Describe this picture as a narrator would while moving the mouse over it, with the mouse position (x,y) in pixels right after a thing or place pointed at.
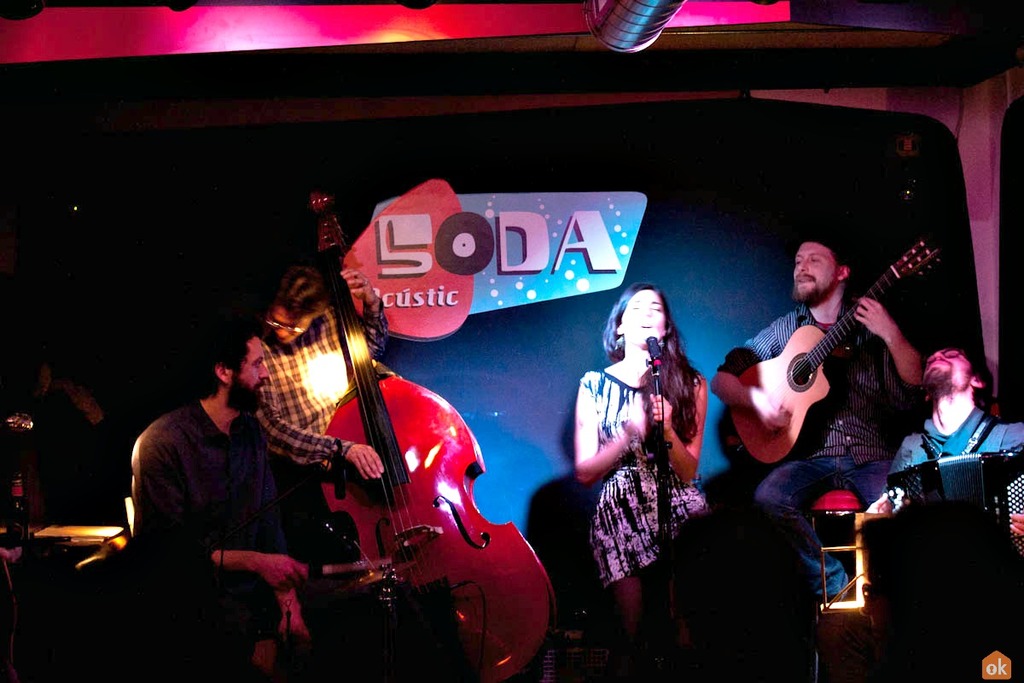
In this image I see 4 men (234,520) and a woman (636,293) in which this woman (658,305) is standing in front of mic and these two are holding musical instruments (337,299) and these two are sitting. In the background (613,253) I see the banner (568,290) on which there is a word (421,306) on it and I see a bottle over here.
